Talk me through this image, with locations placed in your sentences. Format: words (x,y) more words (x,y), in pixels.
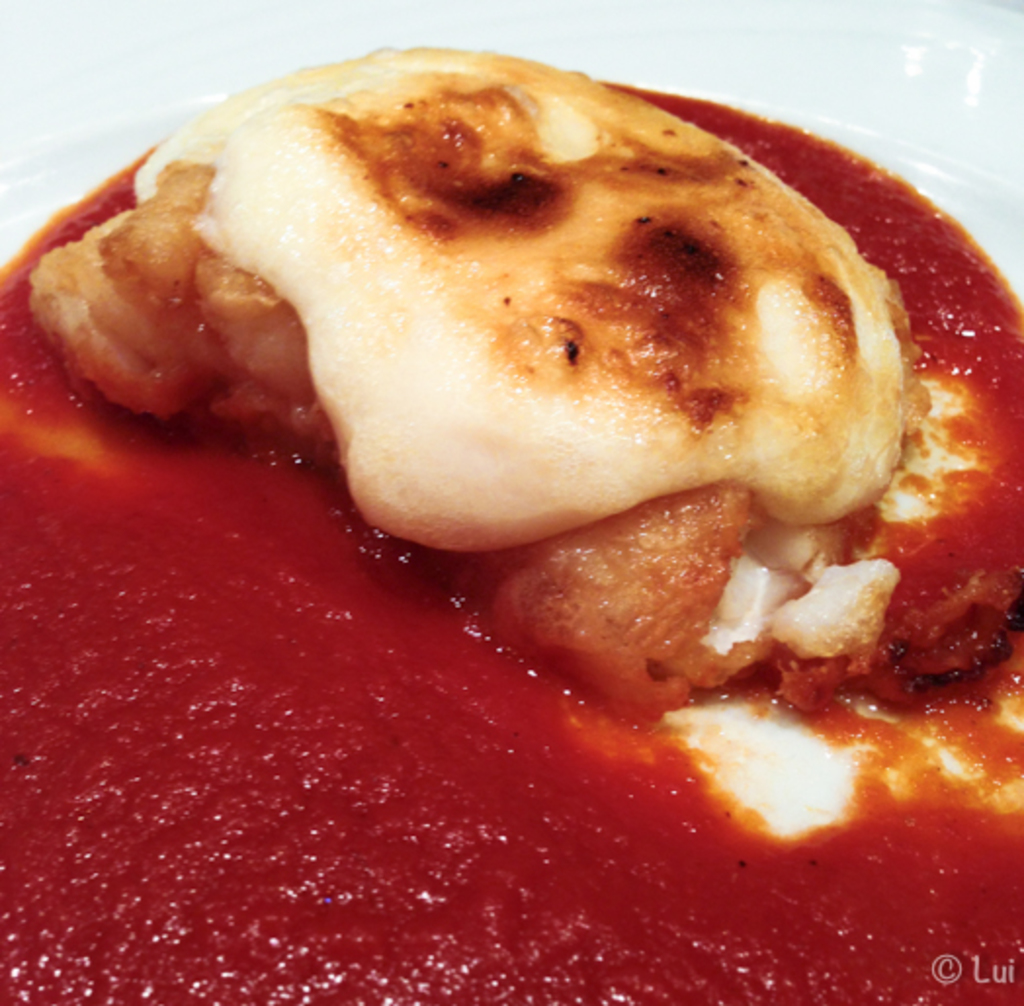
In the image there is a white plate (464,48). On the plate (970,95) there is a food item (542,355) with sauce (502,709). In the bottom right corner of the image (1012,960) there is a watermark (957,971).
